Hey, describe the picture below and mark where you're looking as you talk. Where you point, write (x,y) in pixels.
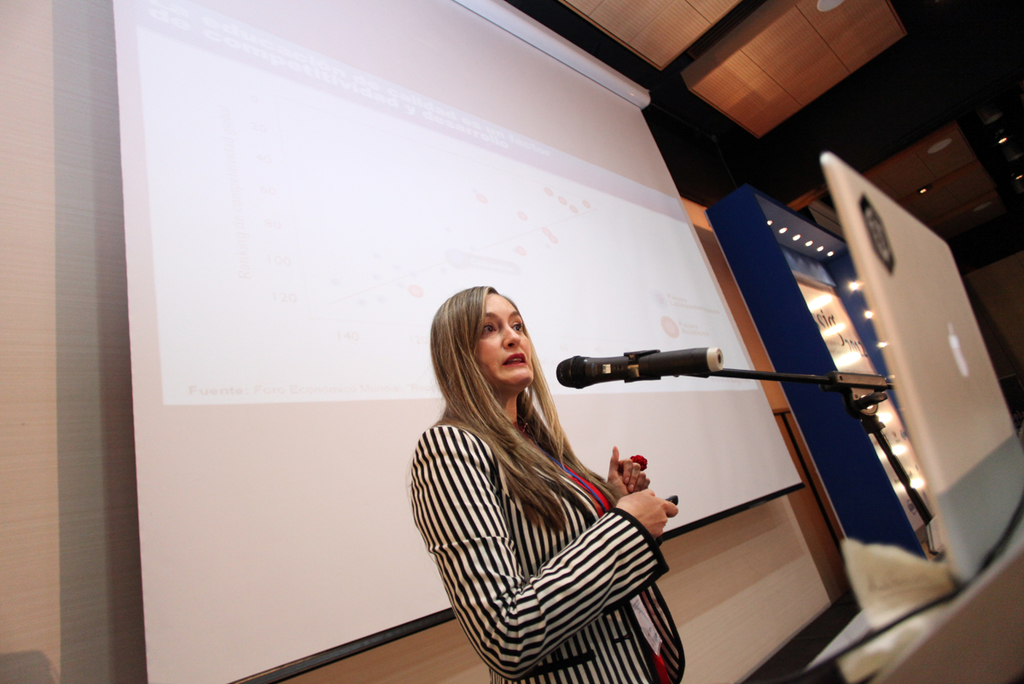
Here in this picture we can see a woman (539,513) speaking something in the microphone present in front of her on the speech desk (952,608) and we can also see a laptop (949,277) present over there and behind her we can see a projector screen (184,345) present and beside that we can see lights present over there.
